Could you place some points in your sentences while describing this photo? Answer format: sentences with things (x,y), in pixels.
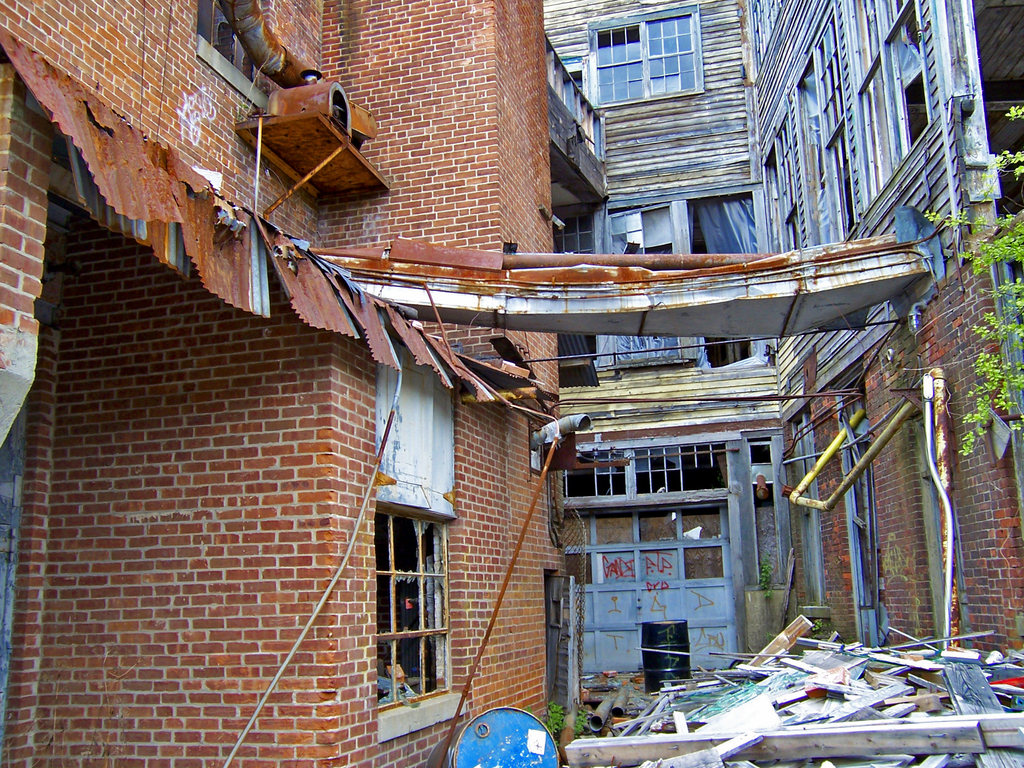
On the left side (303,657), there is a building (89,102). which is built with bricks (492,605) and is having windows (402,565). On the right side (869,739), there are wood items (800,662) and other objects (796,657), near a plant (1021,173) and other building (702,68). Which is having glass windows (692,14).
